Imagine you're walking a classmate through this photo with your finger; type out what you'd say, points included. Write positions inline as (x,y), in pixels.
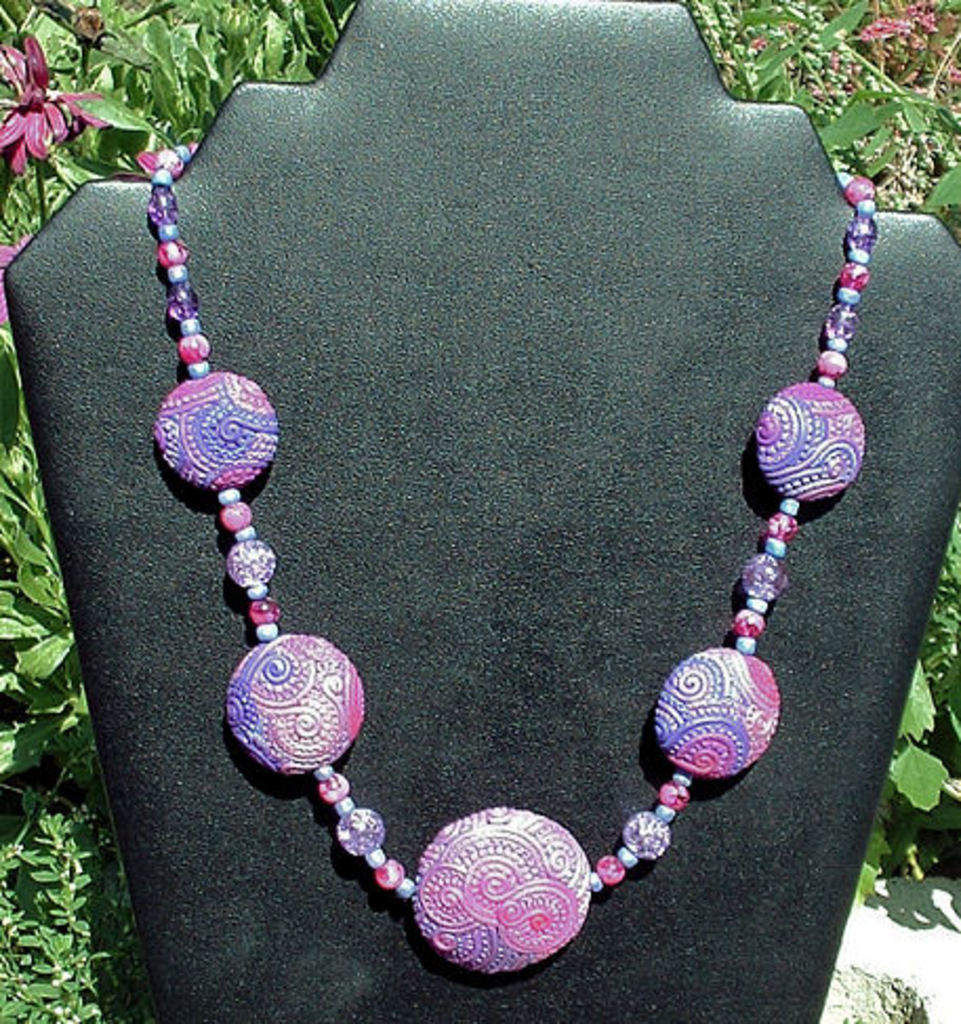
In the image I see there are beads (165,151) of necklace (485,832) and there 5 circles (343,700) in between the beads (755,639) of necklace (810,439) and it is very colorful. In the background (196,87) we can see the plants (276,53).
